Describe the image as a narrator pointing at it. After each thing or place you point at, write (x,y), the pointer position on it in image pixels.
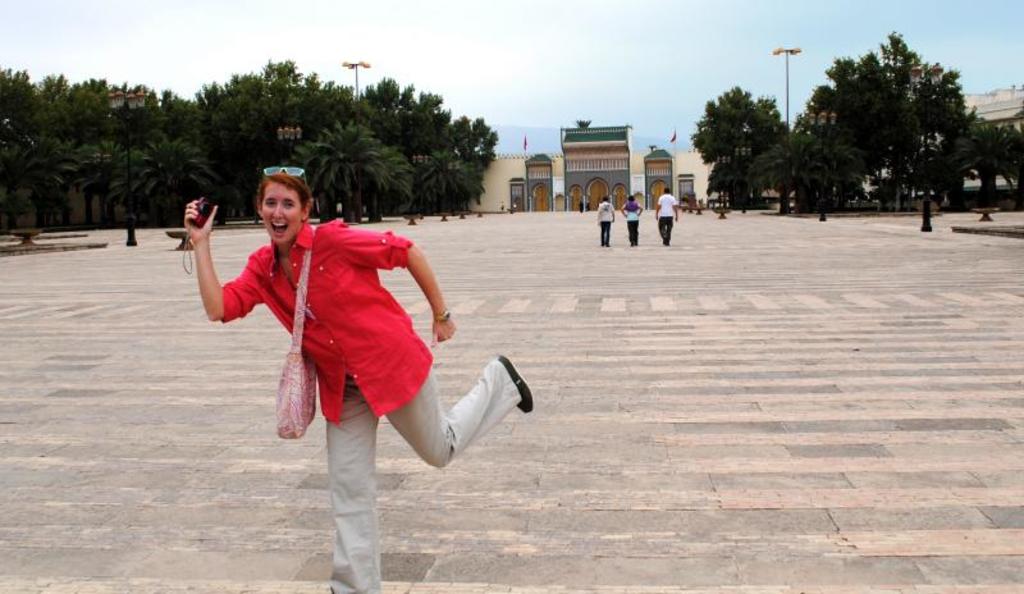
In this picture I can see a woman (332,258) in front (376,242) and I see that she is smiling. I can also see that she is holding a thing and carrying a bag (293,394) and I can see the path (8,283). In the background (603,237) I can see a building (557,161), 3 persons (606,218) standing and I can see number of trees (18,72), I can also see few light poles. On the top of this picture (778,98) I can see the sky (508,49).
